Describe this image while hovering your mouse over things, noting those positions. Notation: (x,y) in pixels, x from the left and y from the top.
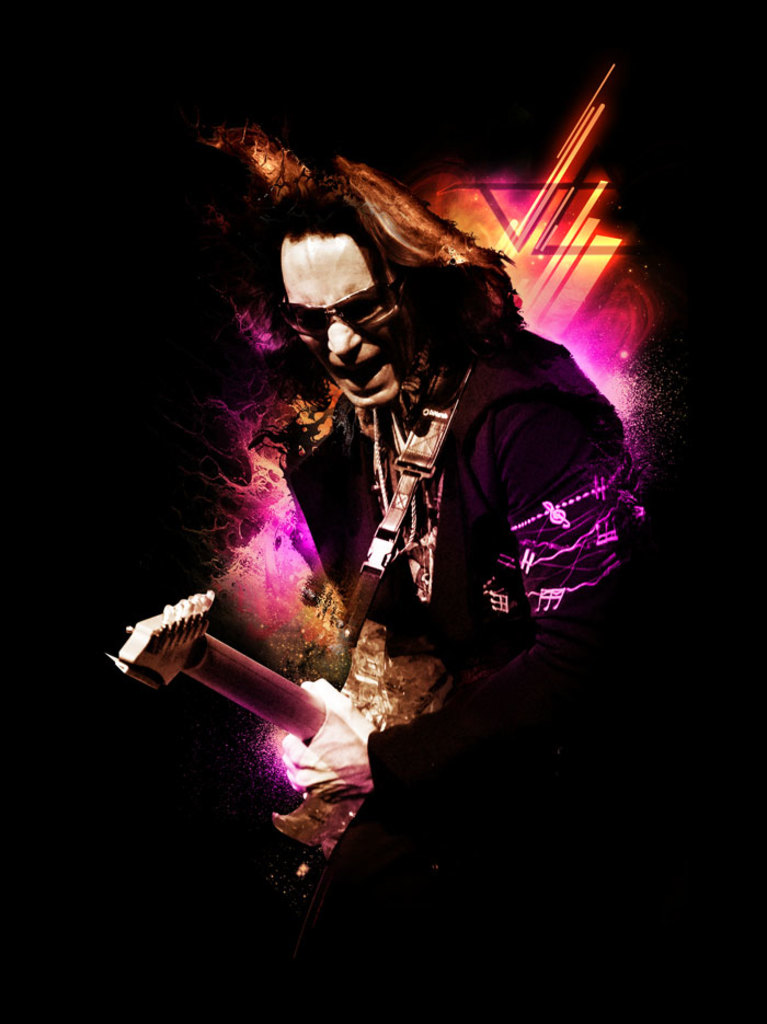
In this picture I can see the depiction of a person (407,398) who is holding a guitar (372,624) and I see the background (742,219) which is of black in color.
